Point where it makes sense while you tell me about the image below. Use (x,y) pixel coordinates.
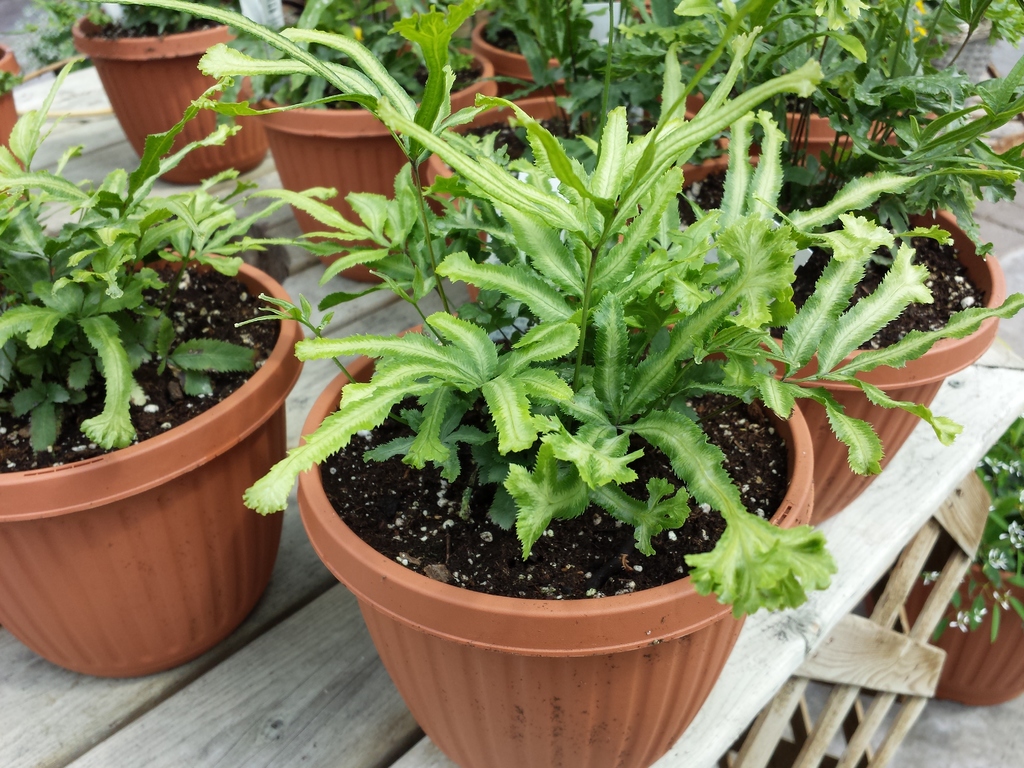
This picture consists of plant pots (258,278) in the center of the image (565,431) on a wooden table (750,663) and there is another plant pot (964,637) on the right side of the image (981,606).
